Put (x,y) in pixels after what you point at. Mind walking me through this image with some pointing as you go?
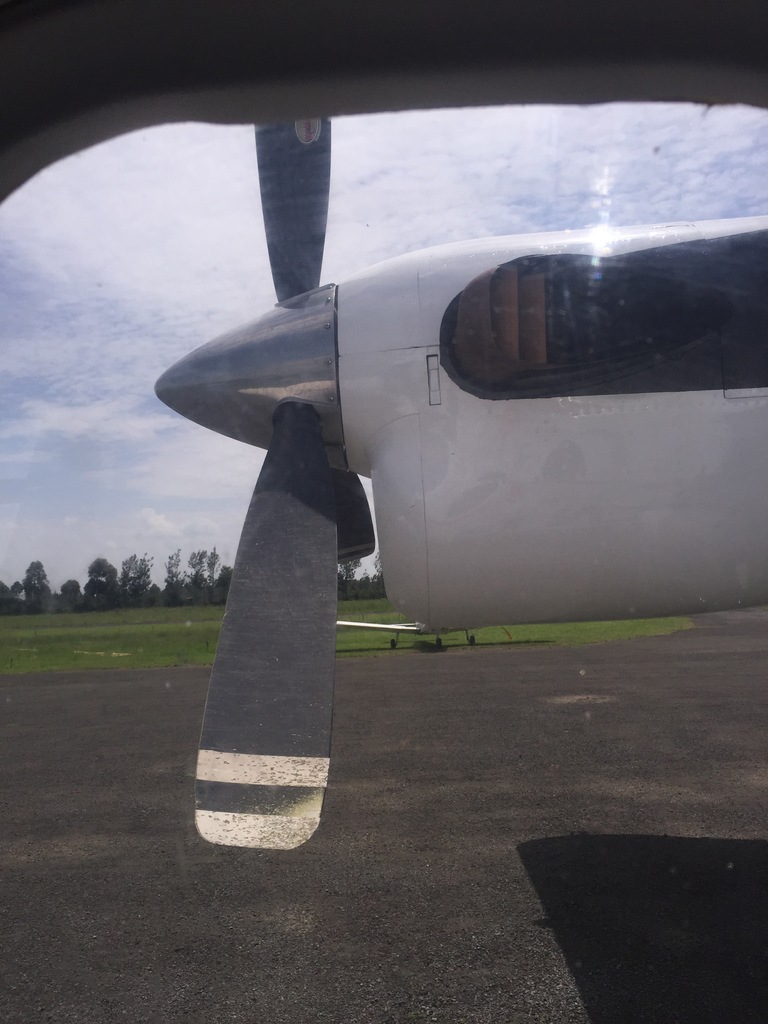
In this image we can see aeroplane (436,405) on the runway (480,840). In the background (47,608) we can see grass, aeroplane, trees (103,597), sky (82,319) and clouds (120,236).
